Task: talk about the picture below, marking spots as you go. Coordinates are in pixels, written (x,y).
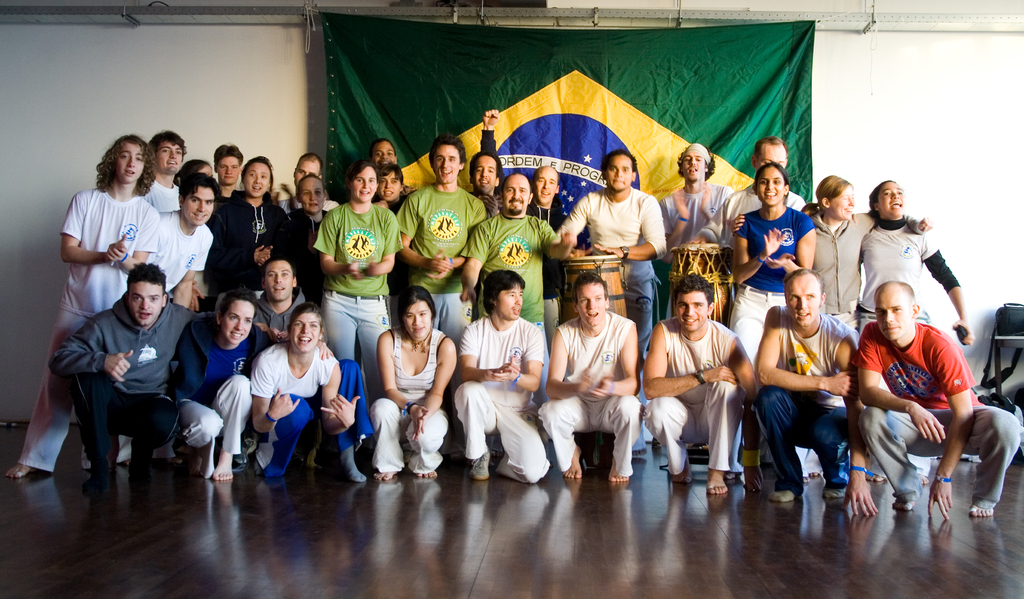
In the center of the image (372,214) we can see people (464,217) standing and some of them are sitting. There are drums (682,268). In the background (682,71) there is a cloth (358,105) and a wall (896,120).
